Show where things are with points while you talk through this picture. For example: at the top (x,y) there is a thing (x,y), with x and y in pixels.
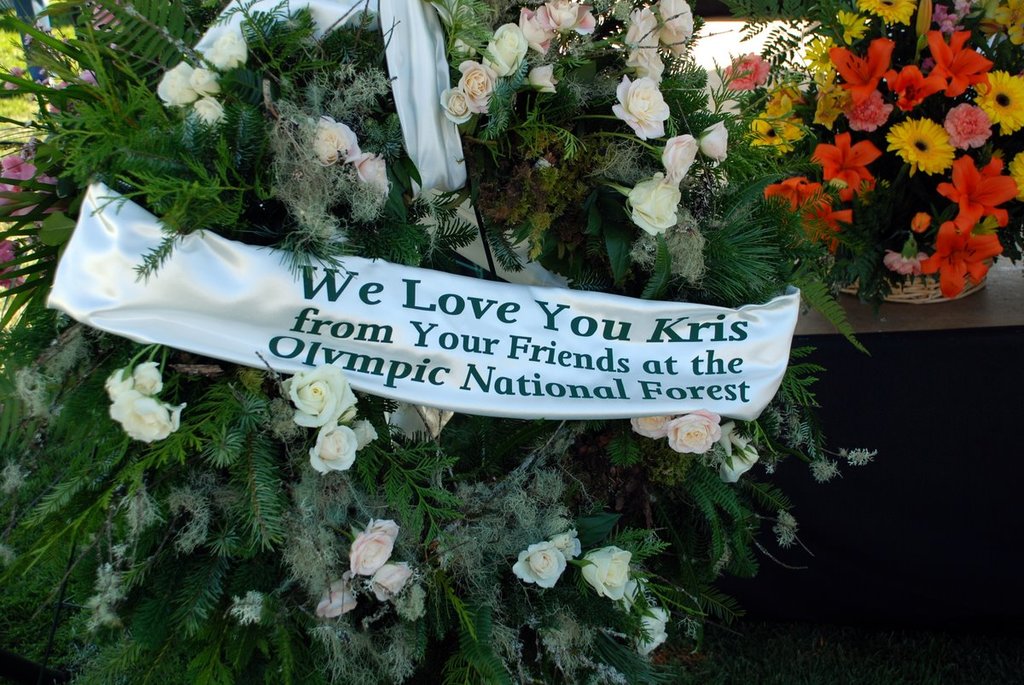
In this image we can see some bouquets (326,482) with flowers (846,210) and we can see a cloth (647,314) around the bouquet (347,209) with some text (620,360) on it. There is a table (911,407) and on the table (946,372), we can see a bouquet (965,131) with different colors of flowers (966,118).
